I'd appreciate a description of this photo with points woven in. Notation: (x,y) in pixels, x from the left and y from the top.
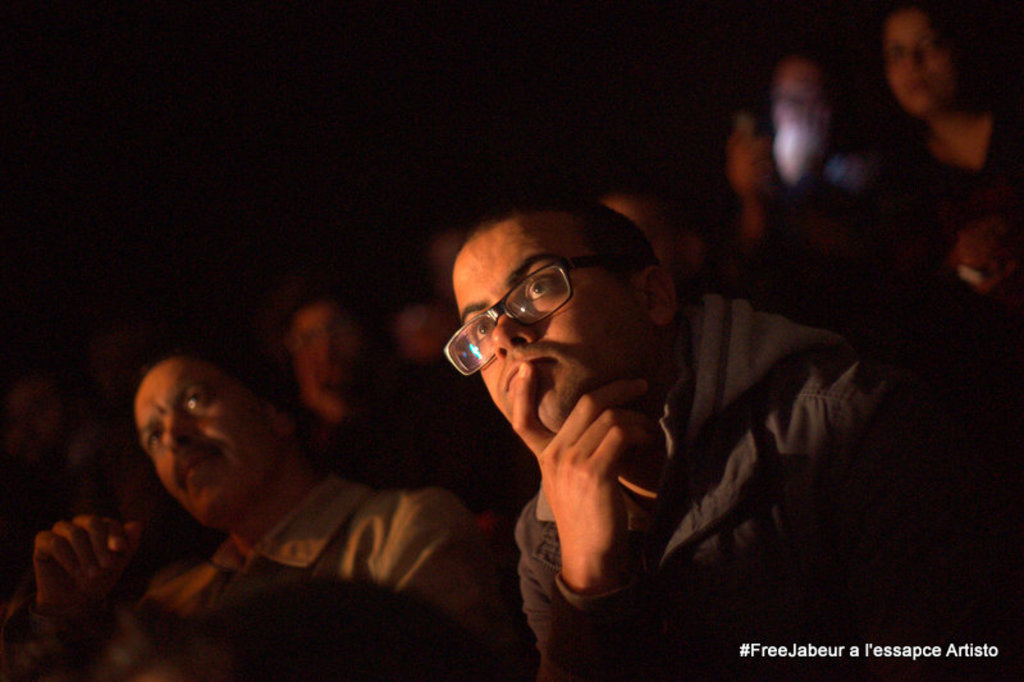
This picture is inside view of a room (864,22). We can see group of people (496,379) are present. At the bottom right corner (775,655) text (970,647) is there.
